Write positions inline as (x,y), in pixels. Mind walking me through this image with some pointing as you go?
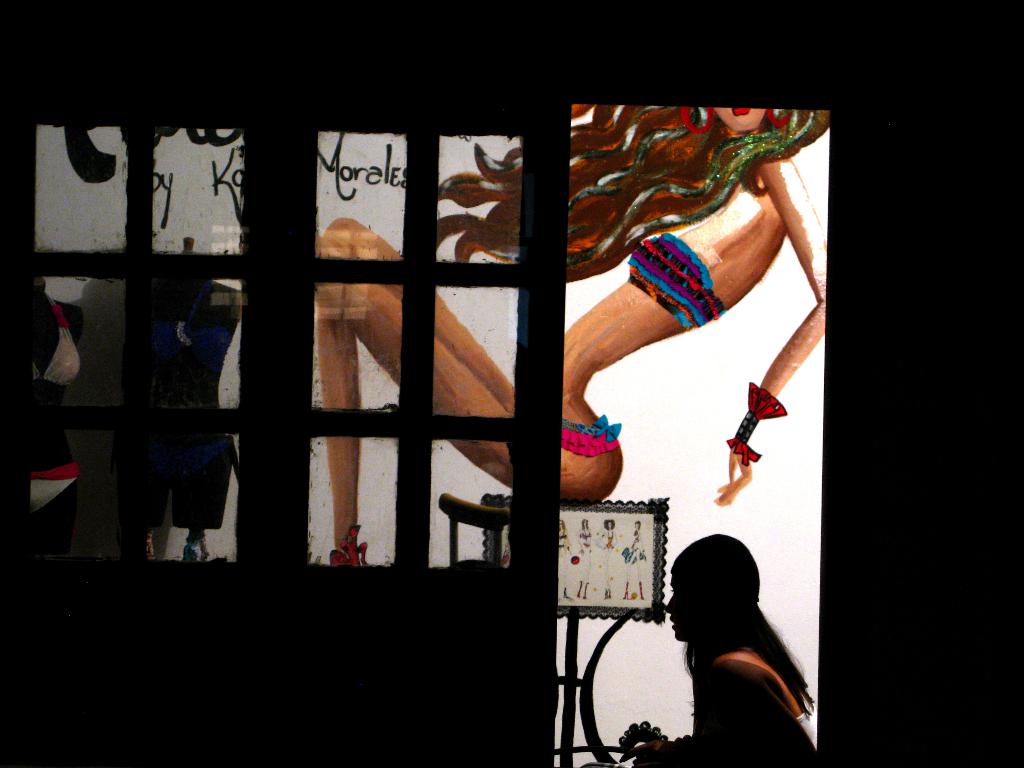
In the center of the image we can see one person (778,664) is sitting. In front of her, we can see some painting (760,283) on the black color background (930,65). On the painting (642,292), we can see one person (588,320) sitting and a few other objects (501,495). And we can see some text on the painting (687,299). On the left side of the image (133,389), we can see one door (176,406).
